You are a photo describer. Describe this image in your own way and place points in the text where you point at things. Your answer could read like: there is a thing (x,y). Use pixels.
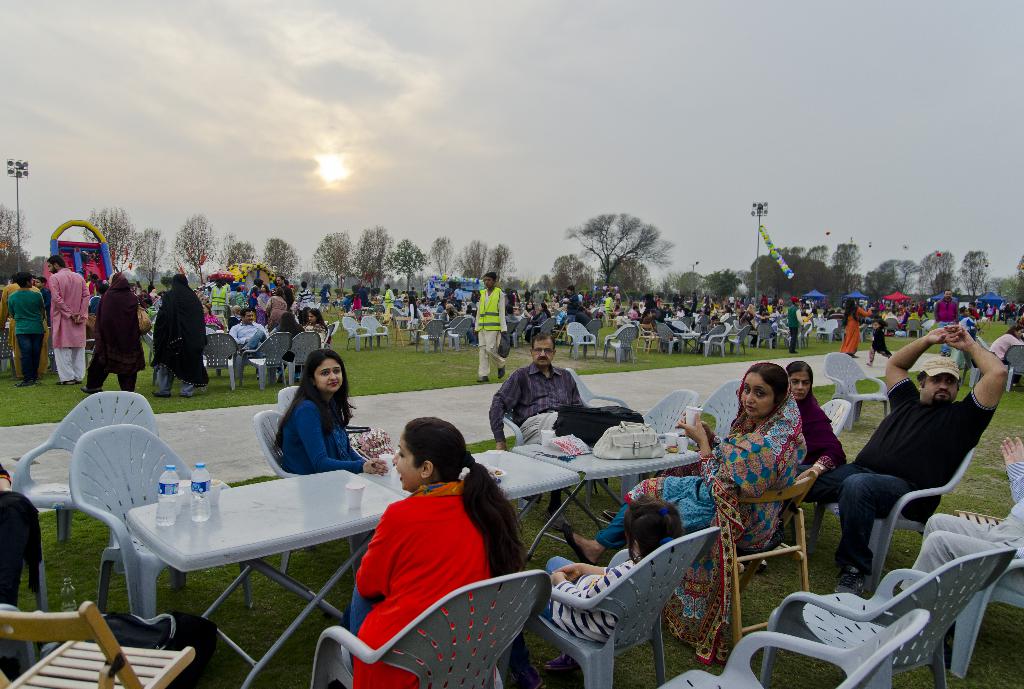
In this image i can see a group of people (369,577) in which some are sitting and some are standing. The person (493,332) over here is wearing a green jacket (488,324) who is walking on the grass (449,366). Here we can find a road (746,366). In front of the image we can see a couple of tables (301,512) on which there are two bottles (167,496) and a bag (642,457). There are some empty chairs (870,631) over here in front of the image and in the background of the image (970,277) we can see there are some trees (209,245) and here we can see an open sky (341,167).
